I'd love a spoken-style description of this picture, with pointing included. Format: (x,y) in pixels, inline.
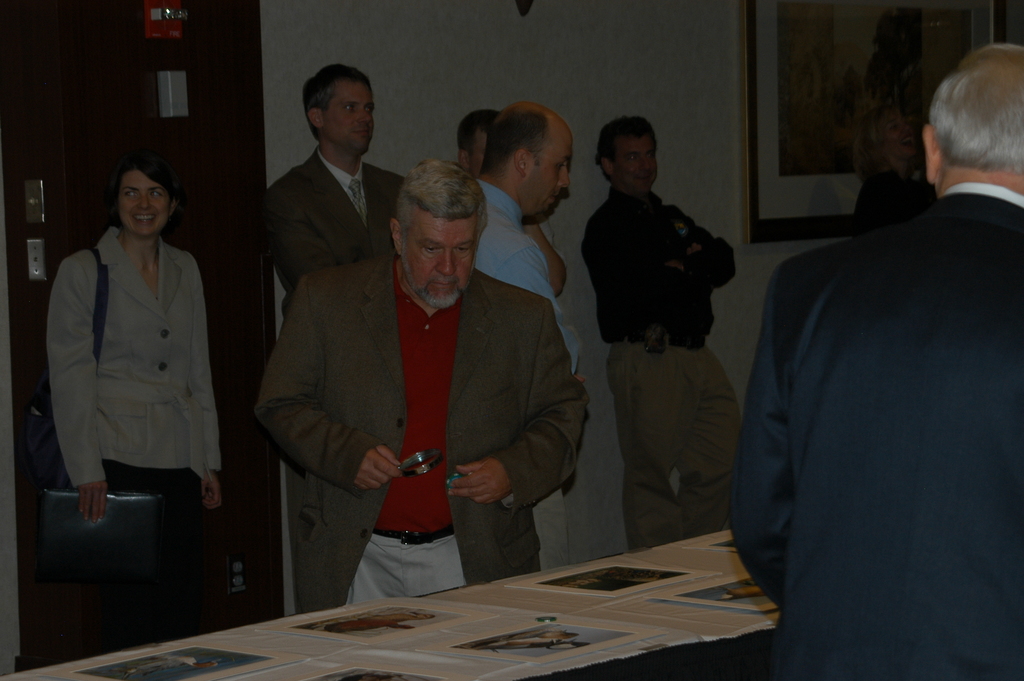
In this image few persons (325,429) are standing on the floor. Left side (125,267) a woman (143,287) is holding a file (101,566) in his hand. Behind her there is a door (204,110) to the wall (579,104). A person (462,413) wearing a suit (467,336) is standing near the table (553,587) having few papers (476,641) on it. Right side (989,639) there is a person (884,528) wearing a suit (872,522). There is a picture frame (763,89) attached to the wall (557,30). A fire alarm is attached to the door (240,142).
